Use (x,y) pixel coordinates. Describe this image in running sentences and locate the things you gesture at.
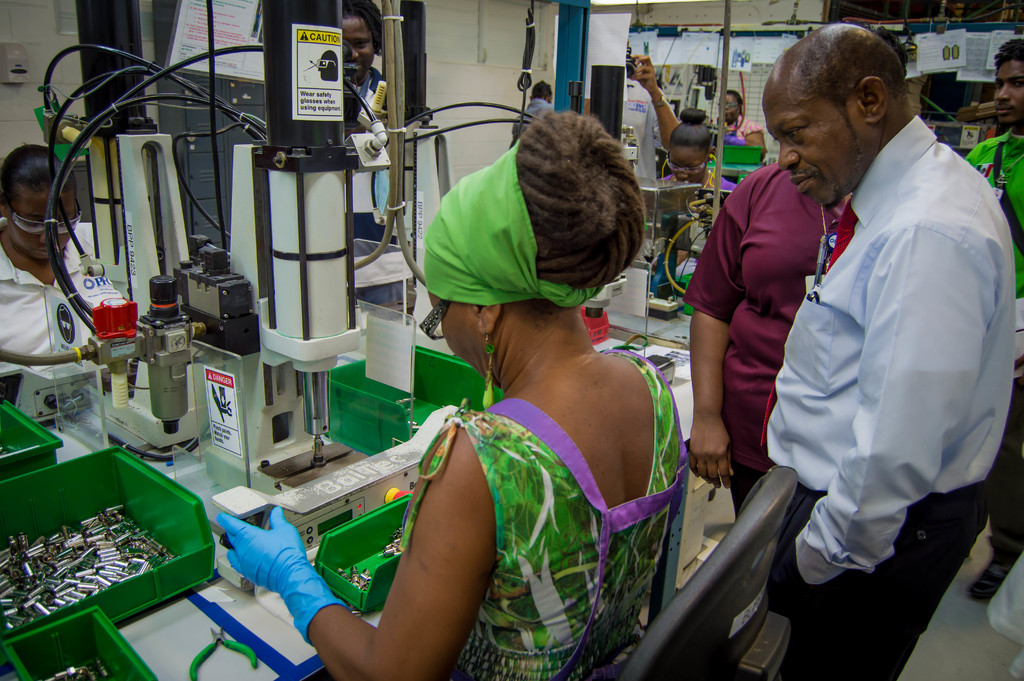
In this image there are people (706,323). In the center (498,270) there is a woman (588,482) working with the machine (349,255) and there is a caution paper (327,63) attached to the machine (321,194). Image also consists of wires (223,99), papers (948,41) and also some objects (84,531) placed in a green container (163,580).
